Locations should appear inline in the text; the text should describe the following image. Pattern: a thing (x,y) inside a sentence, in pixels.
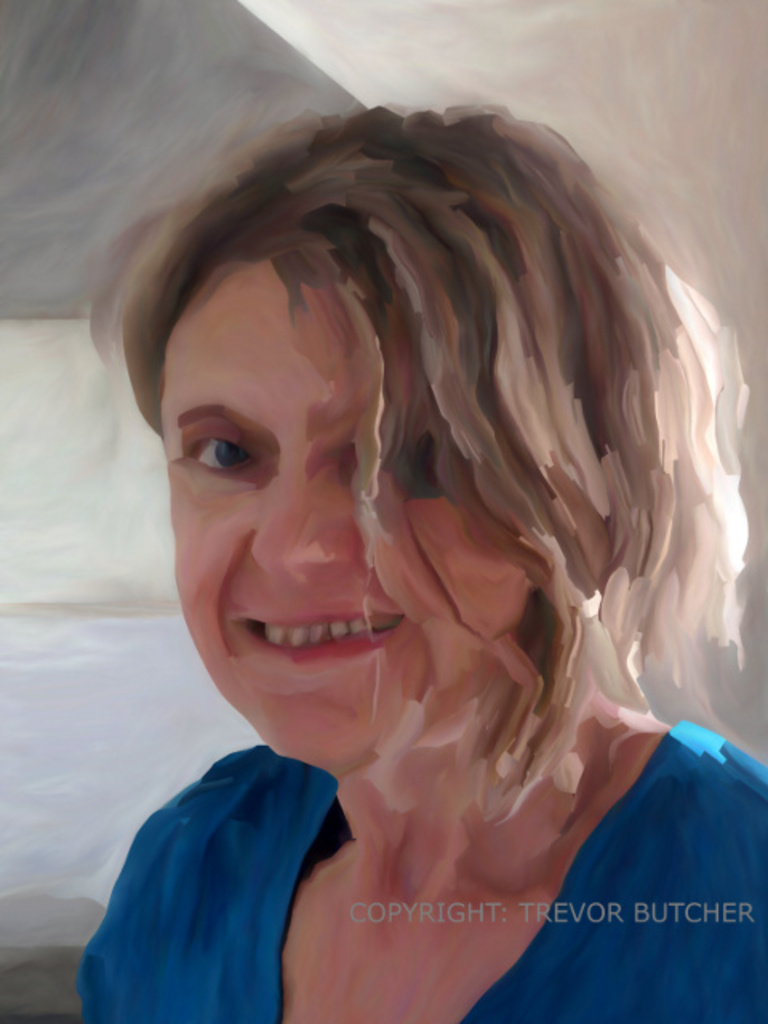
This is a painting (714,662) and in this painting (326,941) we can see a woman (211,205) smiling.
